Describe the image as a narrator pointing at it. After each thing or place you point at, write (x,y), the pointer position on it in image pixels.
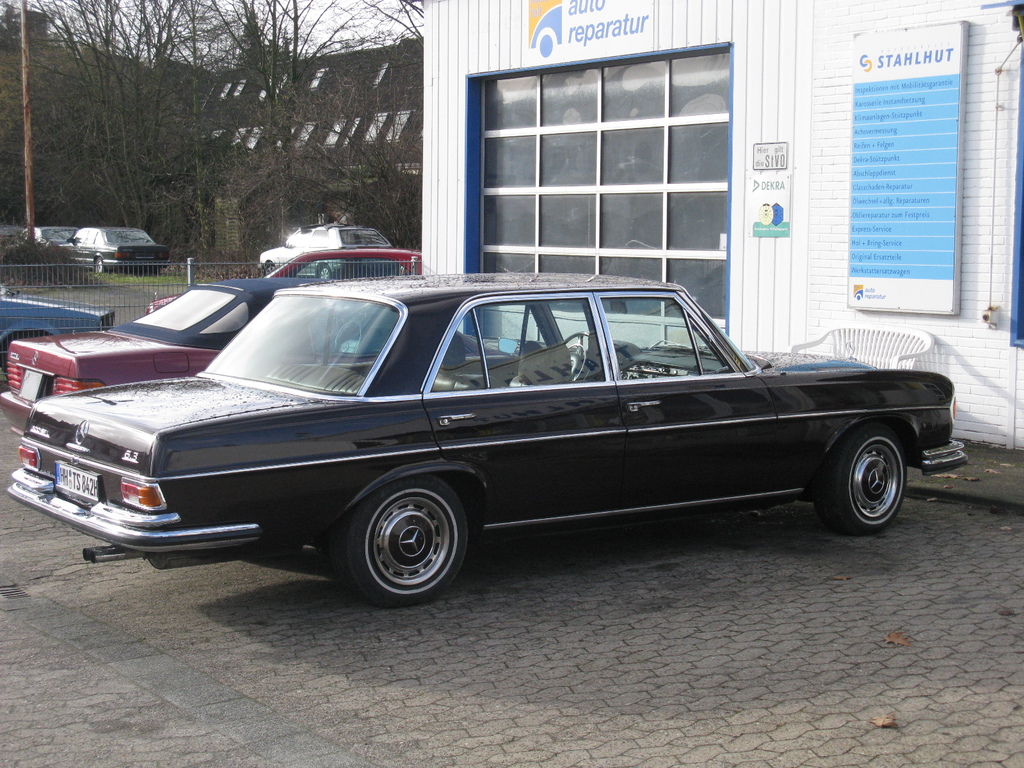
In this image there are few vehicles (267,368) are parked in front of the building (701,183). In the background (264,180) there are trees (155,178) and few other vehicles (128,246) are parked.
